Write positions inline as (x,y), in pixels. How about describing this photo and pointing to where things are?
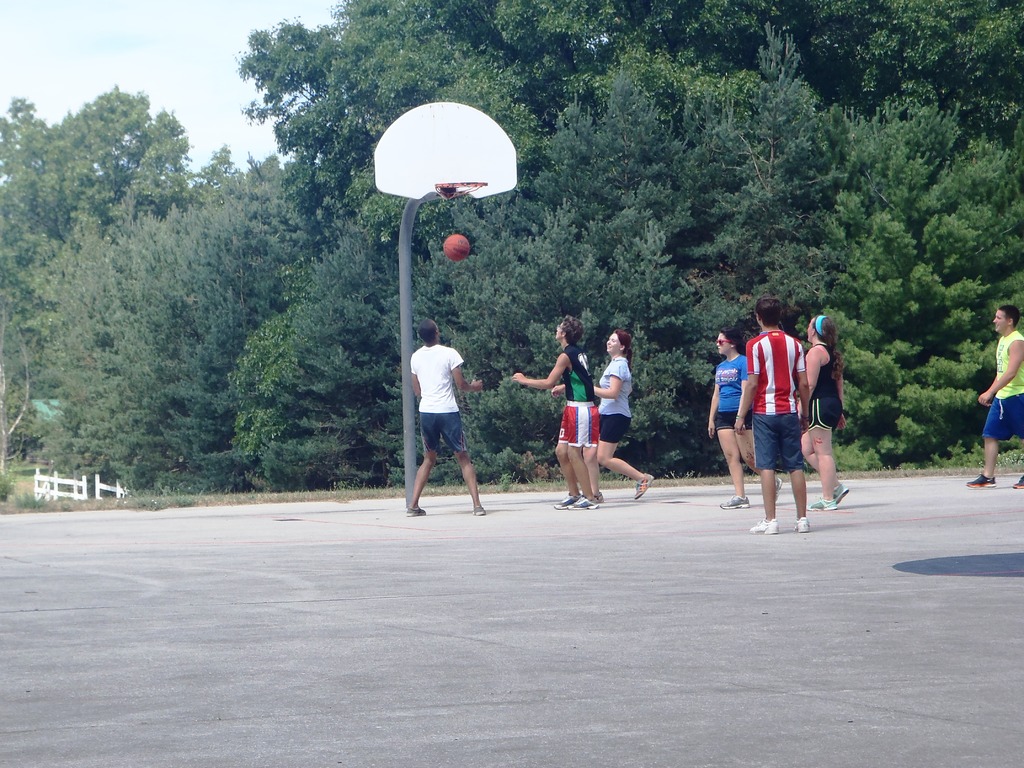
In this picture we can see a few people (564,384) on the ground (523,508). There is a ball (447,250). We can see a basketball hoop net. There is a white object (458,175) on a pole (412,211). We can see trees (277,469), grass (63,504), some fencing (84,477) and the sky (16,19).
